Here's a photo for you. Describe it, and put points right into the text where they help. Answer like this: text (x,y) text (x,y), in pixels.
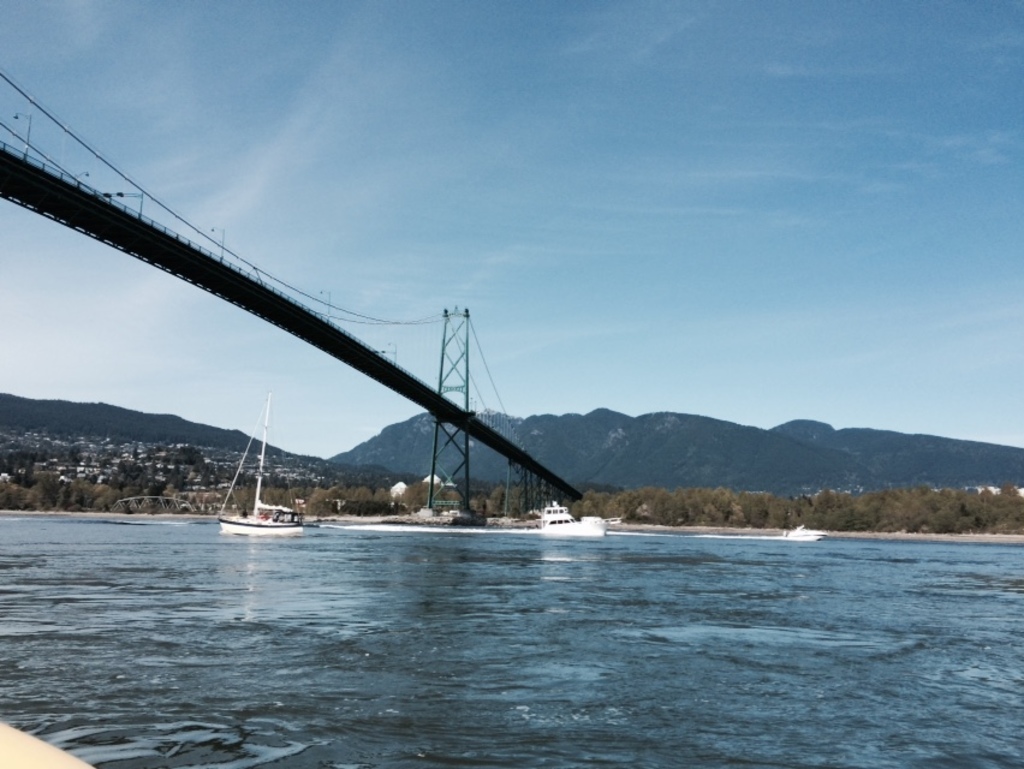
In this image, we can see boats (220,511) on the sea (487,648) and in the background (35,190), we can see a bridge (357,355), trees (901,508) and mountains (598,422).
